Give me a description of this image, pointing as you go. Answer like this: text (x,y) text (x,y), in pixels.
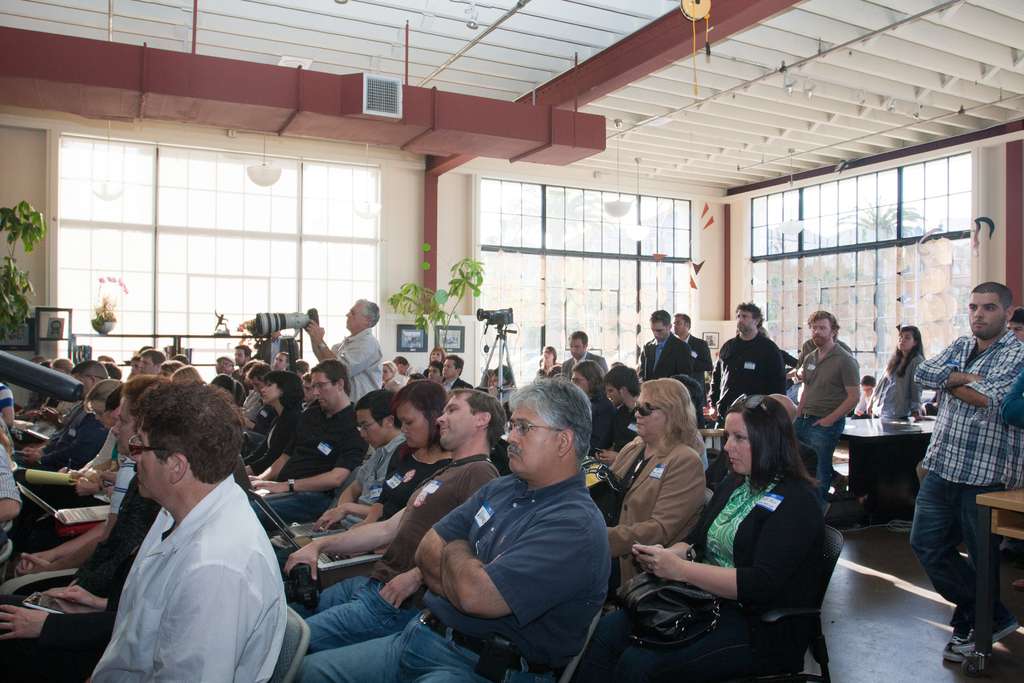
In this image few persons (361,506) are sitting on the chairs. Few persons (28,621) are having laptops (294,535) on their laps (343,614). Middle of the image (357,354) a person (351,318) is holding a camera (302,321). Right side (920,524) few persons (1005,375) are standing on the floor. There is a table (879,473) having an object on it. Behind there is a woman (899,369) standing. Left side there is a shelf (101,334) having an idol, pot (109,322) and few objects (87,347) on it. Pot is having plant (108,309) in it. Left side (20,282) there is a plant (21,298). Middle of the image (424,320) there is a plant (446,327). Behind there are few frames (419,334) attached to the wall (385,324). Before it there is a camera (488,325) fixed to a stand (505,334). Background (739,246) there is a wall (459,220) having windows (682,244). Few lights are hanging from the roof (735,117).
